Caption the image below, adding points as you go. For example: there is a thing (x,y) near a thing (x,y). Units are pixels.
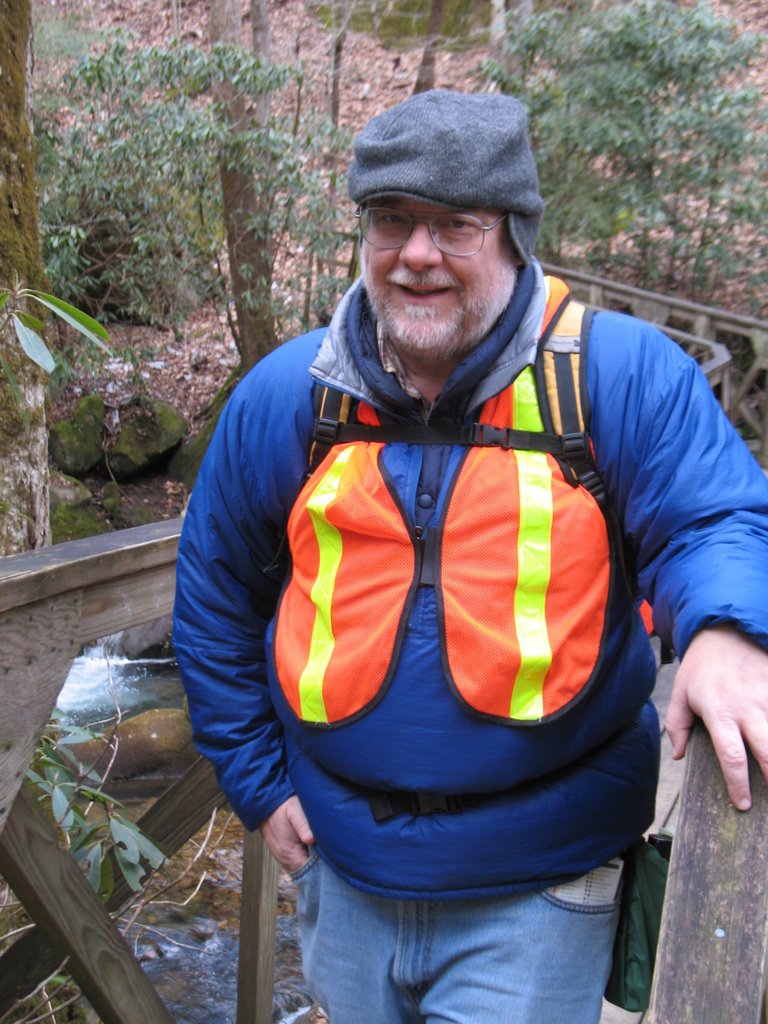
In this image there is a person (513,345) wearing a spectacle (394,226), in front of fence (102,629), behind him there are trees (31,84), water (125,671), stones (90,423), plants (46,112) visible.
